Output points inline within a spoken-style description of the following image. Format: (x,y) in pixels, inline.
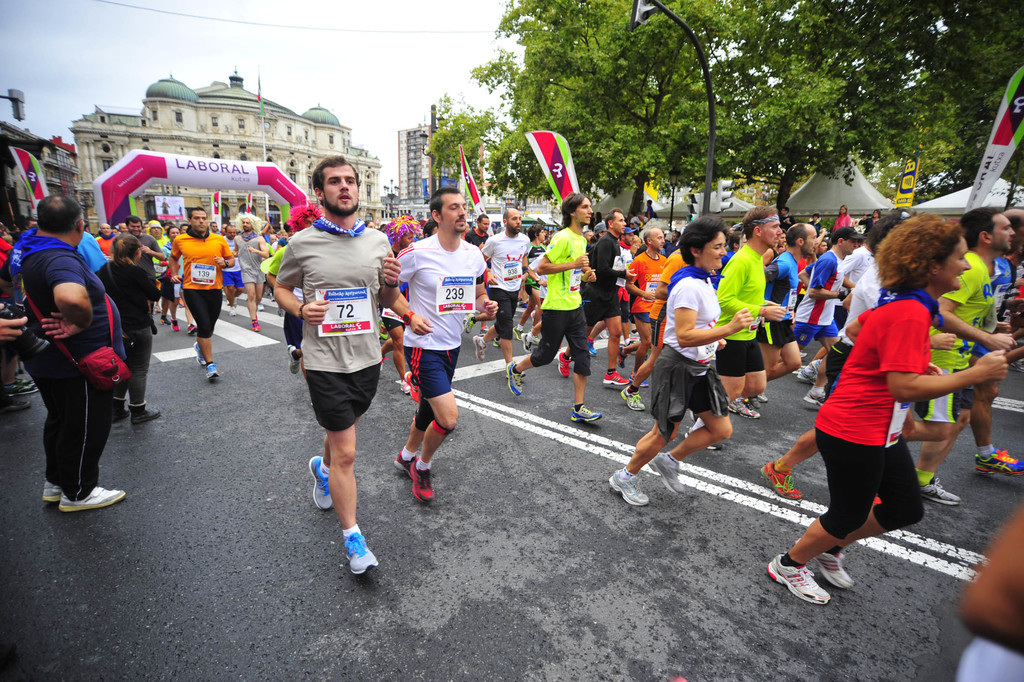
In this image we can see people (642,405) running on the road (484,364). They are wearing chest numbers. And few people (106,312) are standing. In the back (174,167) we can see inflatable arch (192,166) with banner (228,166). Also there are flags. In the background (252,128) there are buildings (216,123), trees (677,96) and tents (990,199). Also there is sky (176,35).
